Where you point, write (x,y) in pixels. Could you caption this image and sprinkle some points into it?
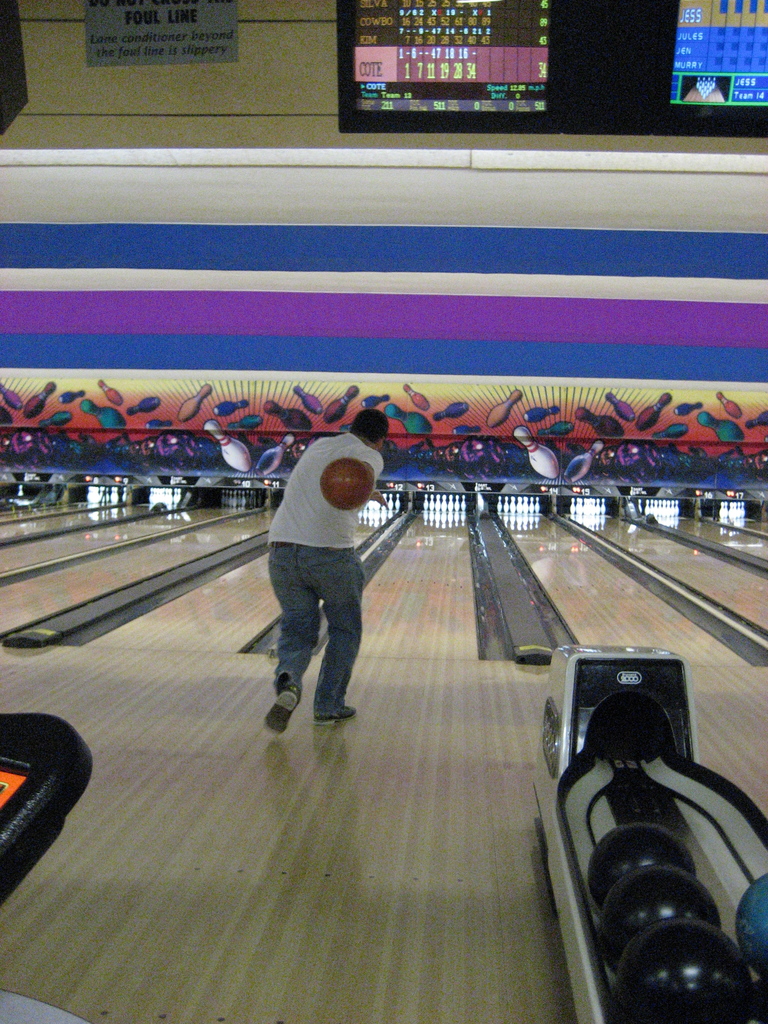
In the center of the image (299,520) a man (318,475) is standing and holding a ball (328,475) in his hand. In the background of the image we can see ten-pin bowling (519,502) are there. At the top of the image (490,109) screen (484,59) is there. At the bottom of the image (303,905) floor (444,895) and some balls (667,920) are there.
